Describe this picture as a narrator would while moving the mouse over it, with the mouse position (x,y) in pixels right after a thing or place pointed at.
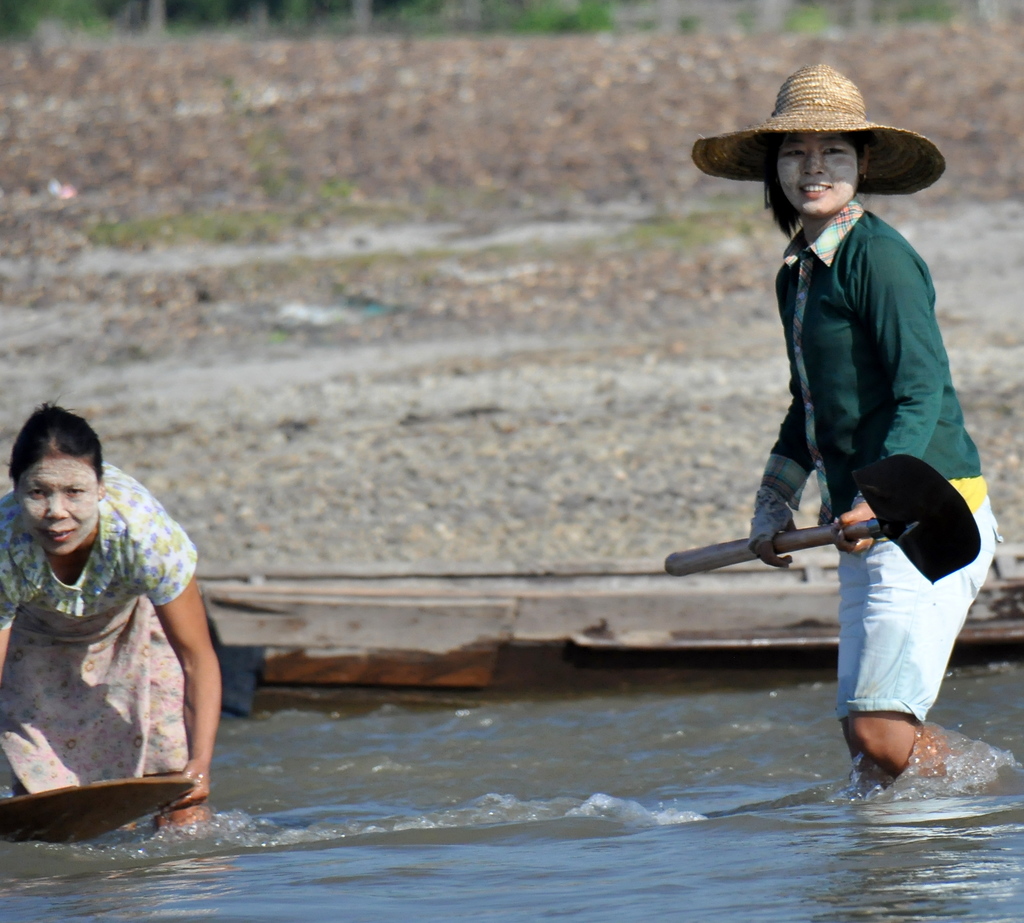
In this image, we can see two persons (155,587) in the water (609,770). The person (880,372) who is on the right side of the image (932,389) wearing a hat (845,129) and holding a shovel (856,478) with her hands (768,560). There is an another person (98,551) on the left side of the image (98,551) holding a wooden sheet (126,782) with her hand (189,798). There is a boat (743,584) in the middle of the image (504,609). In the background (487,87), image is blurred.
